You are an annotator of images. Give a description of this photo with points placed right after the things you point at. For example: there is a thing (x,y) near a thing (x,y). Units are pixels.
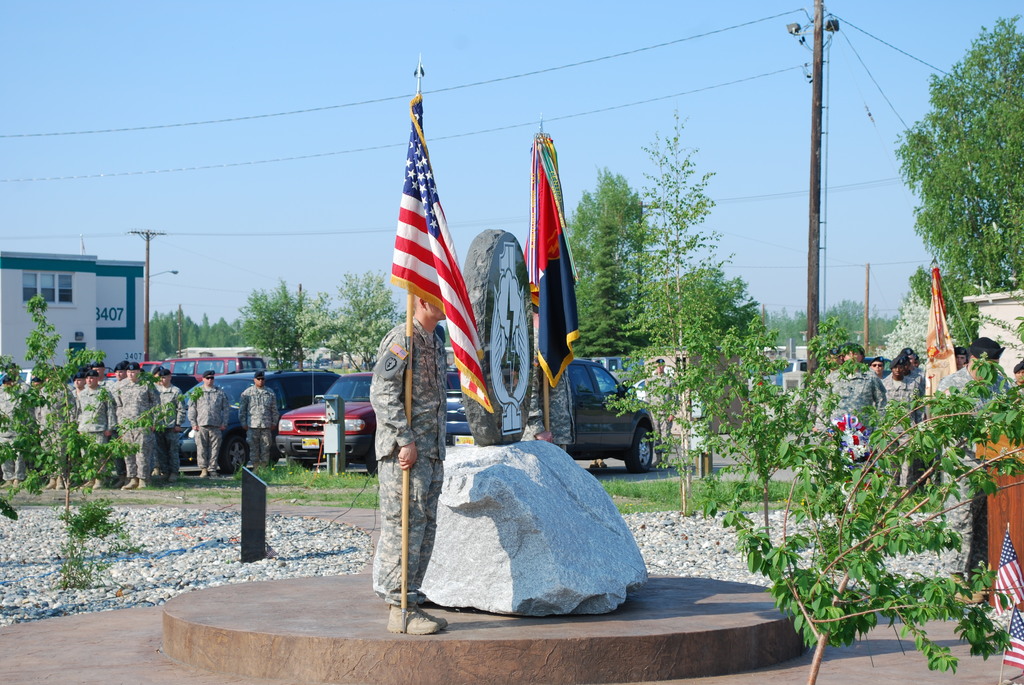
In front of the image there are two army personnel (421,396) standing by holding flags (562,365), in between them there is a memorial stone (492,345), in the background of the image (452,423) there are plants (814,539), cars (238,406), a few other army personnel (179,406), electric poles (151,234) with cables (720,89) on it and buildings (110,330).
